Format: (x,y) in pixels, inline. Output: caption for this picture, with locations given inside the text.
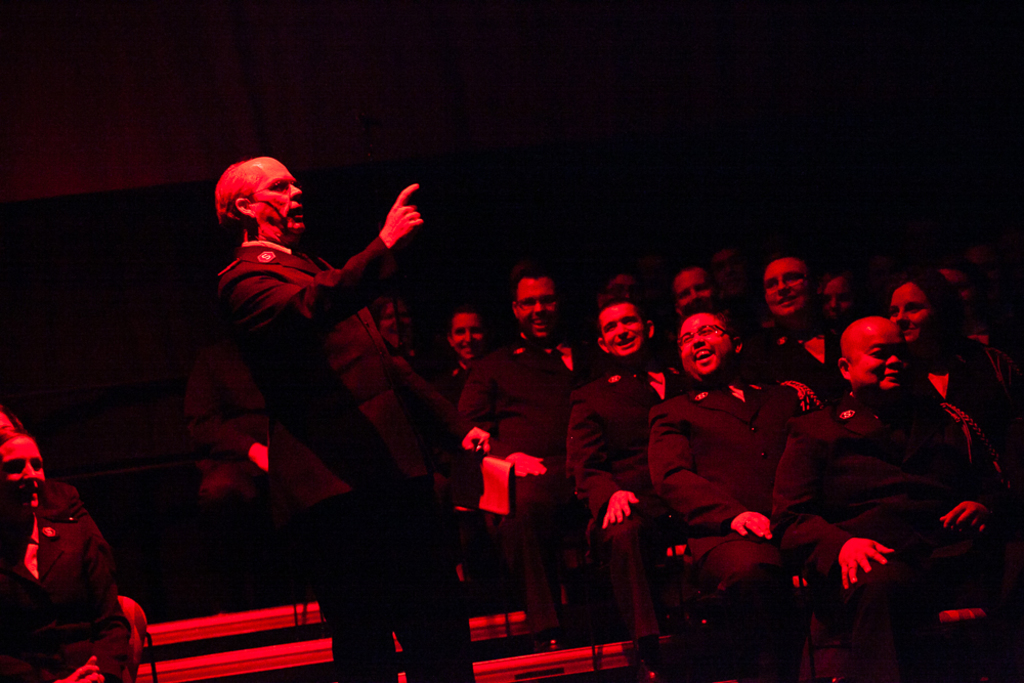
In this picture there is a person (292,294) wearing black suit (329,405) standing and there are few other persons (39,591) sitting in chairs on either sides of him.
